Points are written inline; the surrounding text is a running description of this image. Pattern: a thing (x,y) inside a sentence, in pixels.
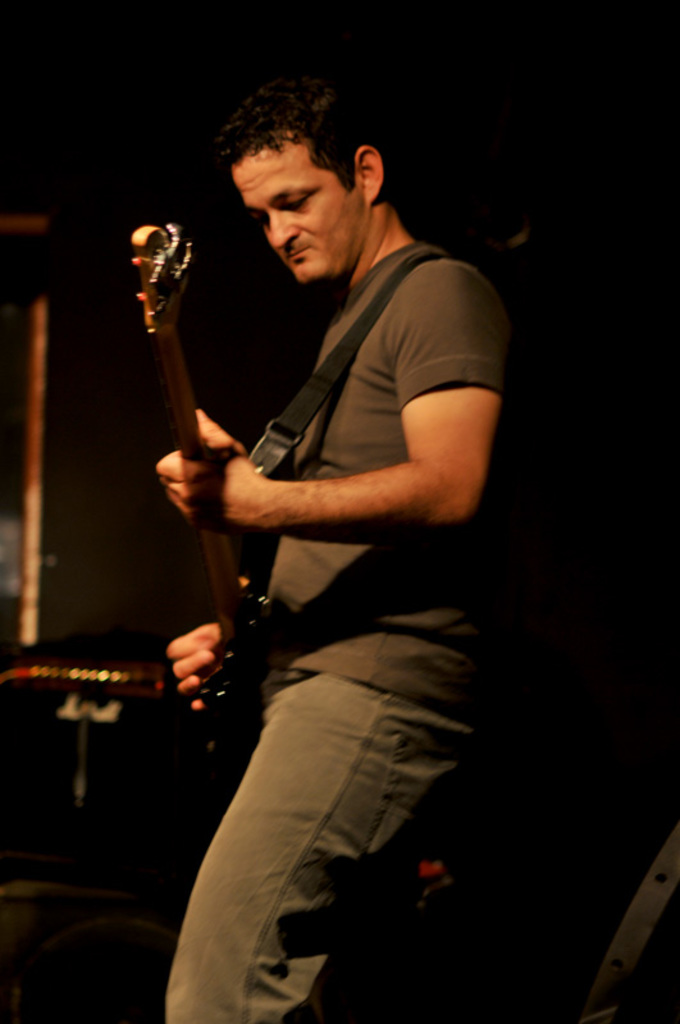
In this image i can see a person (377,409) standing and holding a guitar (171,246).
